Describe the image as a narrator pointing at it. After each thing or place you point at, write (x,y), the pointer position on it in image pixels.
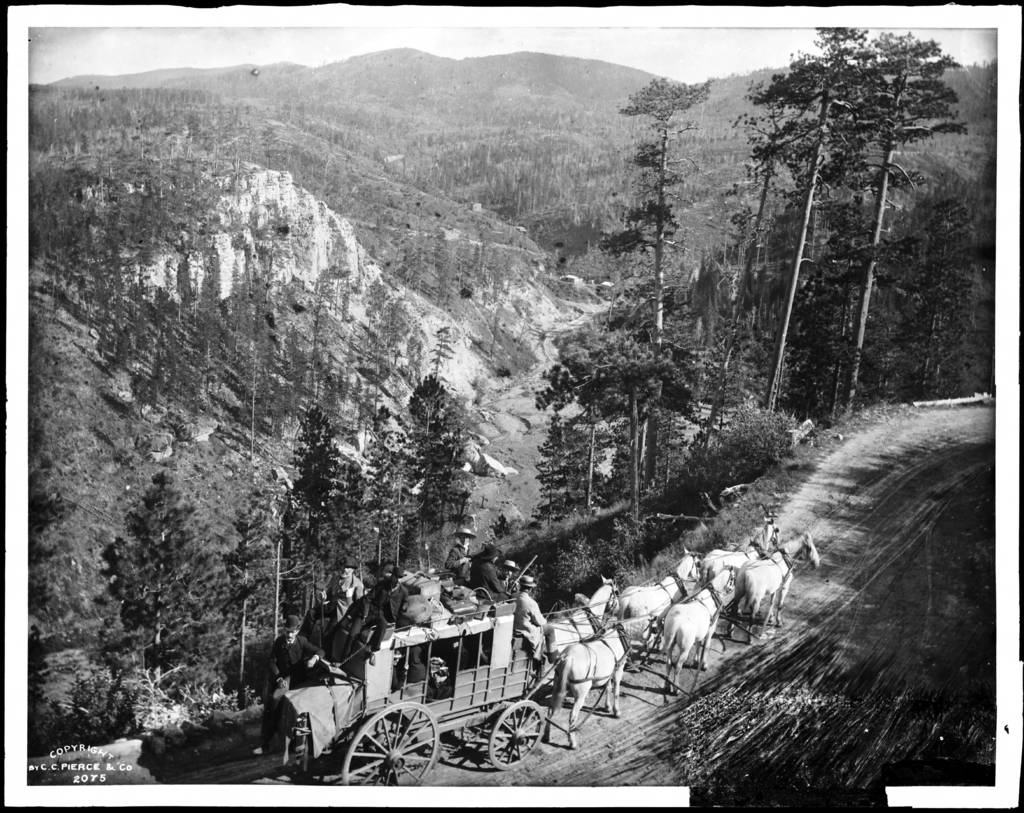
This is an edited image with the borders (758,2) and in the foreground (578,691) we can see the horse cart (468,711) in which we can see the persons (379,626). In the background (232,232) there is a sky (614,46), hills (492,222) and trees (892,353). At the bottom left corner (105,764) there is a text (108,773) on the image.
